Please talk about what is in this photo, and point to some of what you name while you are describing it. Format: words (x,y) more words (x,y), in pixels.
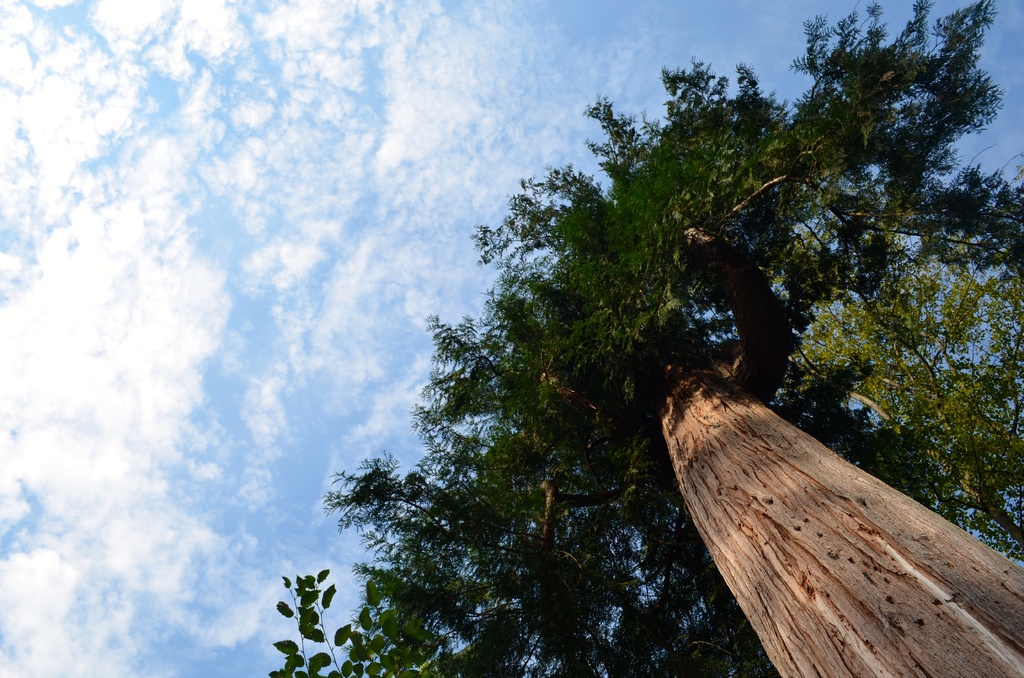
In the image we can see a tree (720,310), tree trunk (826,469) and a cloudy sky (191,210).
